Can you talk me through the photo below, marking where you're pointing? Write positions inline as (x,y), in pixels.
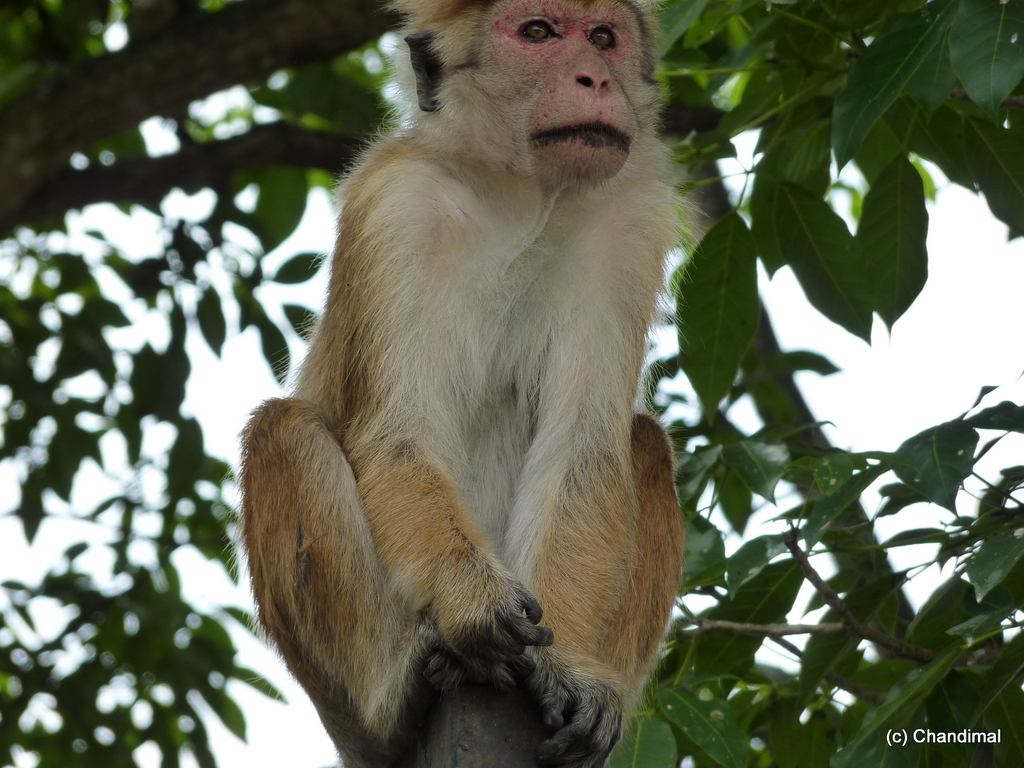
Here we can see a monkey (497,365) sitting on an object (461,725). In the background (198,46) there are trees (276,279) and sky (216,576).
